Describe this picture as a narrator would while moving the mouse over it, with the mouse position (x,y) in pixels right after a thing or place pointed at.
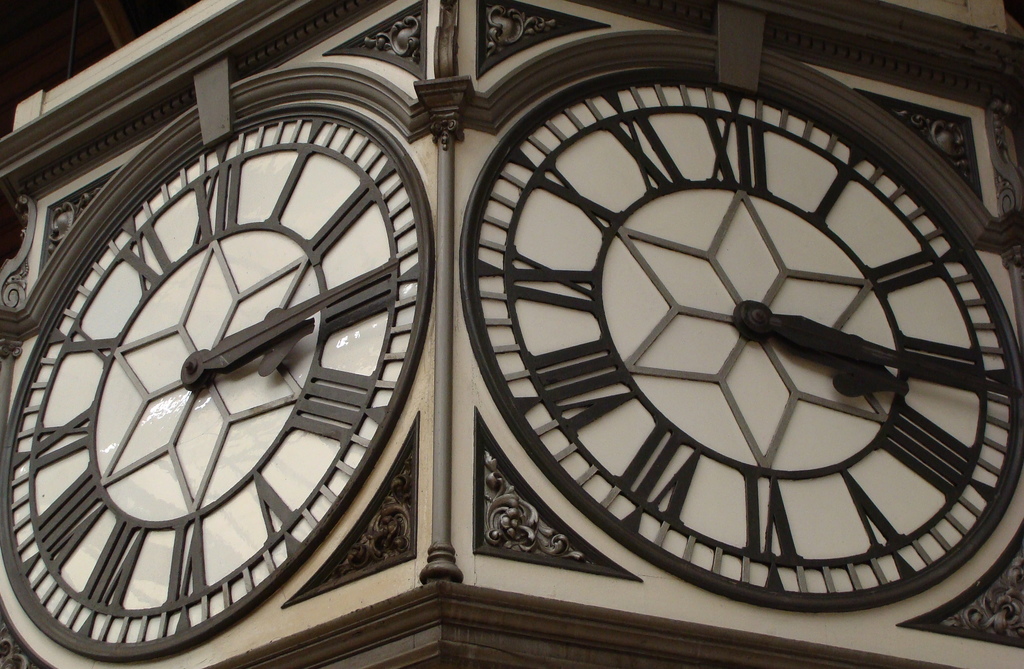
In this image we can see a clock tower (389,451).
